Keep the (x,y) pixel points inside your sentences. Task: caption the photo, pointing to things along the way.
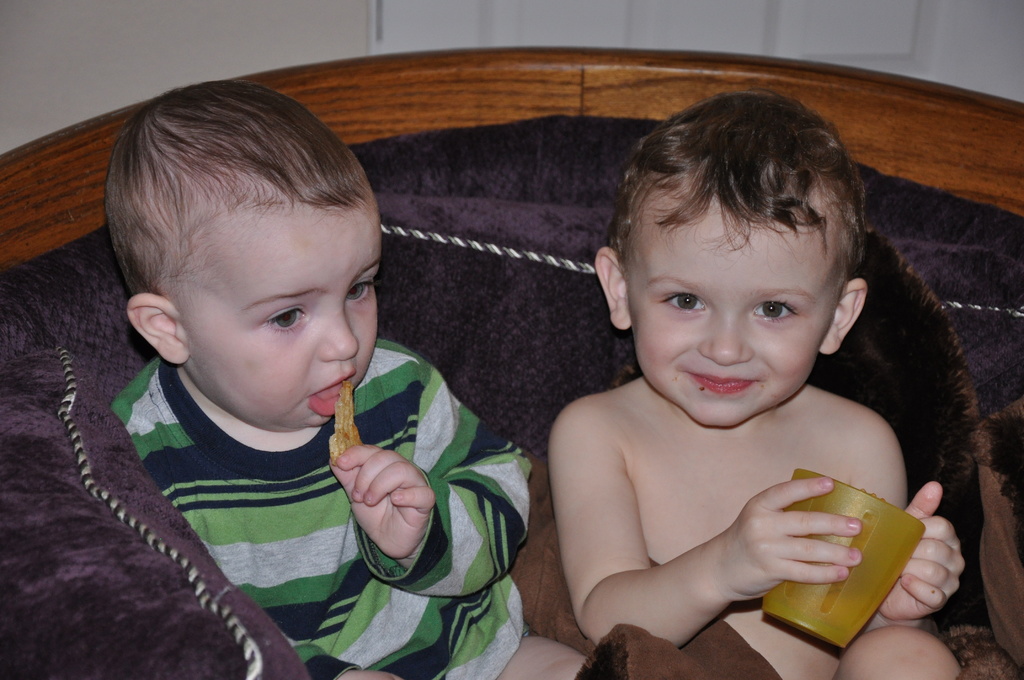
In this image I can see two children (636,455) holding yellow colored objects (848,537) in their hands (762,549) are sitting on the black colored couch (481,274). In the background (218,41) I can see the white colored wall (164,41) and white colored door (613,43).
